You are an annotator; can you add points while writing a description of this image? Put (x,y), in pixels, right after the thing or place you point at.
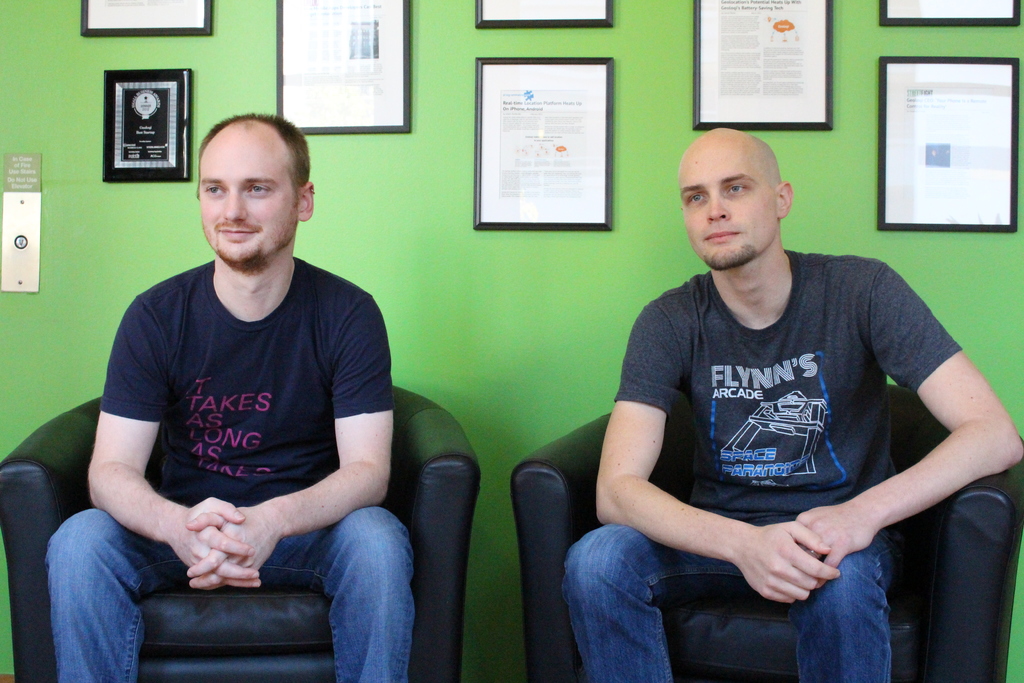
2 people (411,634) are sitting on black sofa chairs (745,629) wearing black t shirts (288,331) and jeans (83,650). There is a green wall (472,240) at the back (418,106) which has many photo frames (990,155).
